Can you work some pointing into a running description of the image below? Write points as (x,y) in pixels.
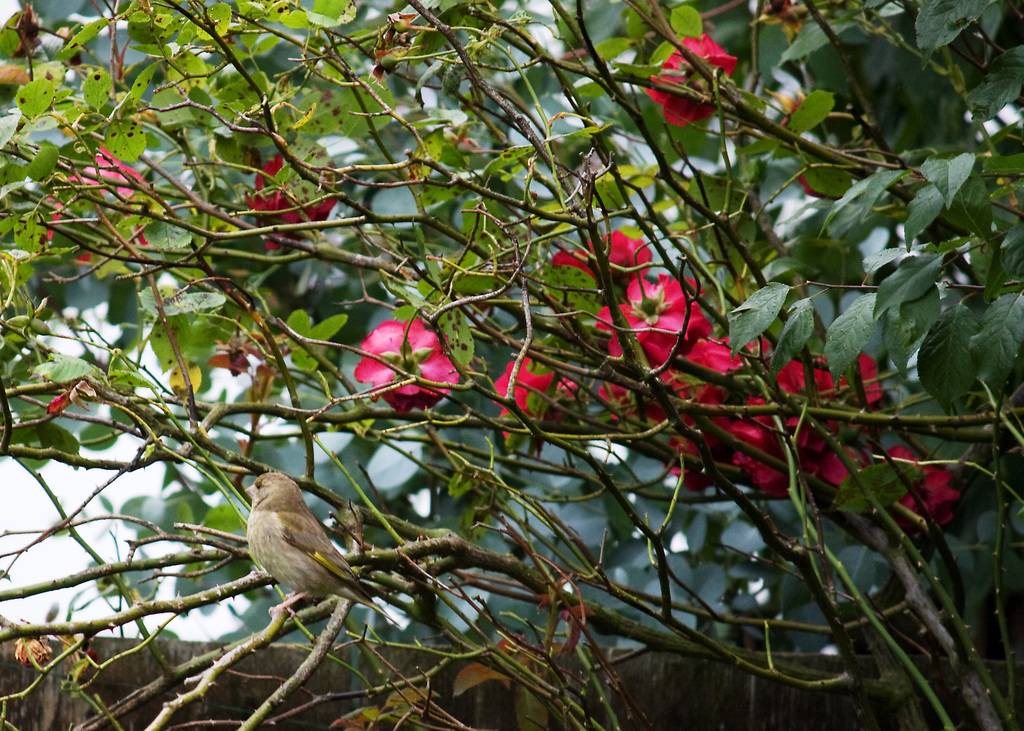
As we can see in the image there are trees (519,194) and red color flowers (648,305). There is a bird (287,605), wall (112,697) and at the top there is sky (58,547).
